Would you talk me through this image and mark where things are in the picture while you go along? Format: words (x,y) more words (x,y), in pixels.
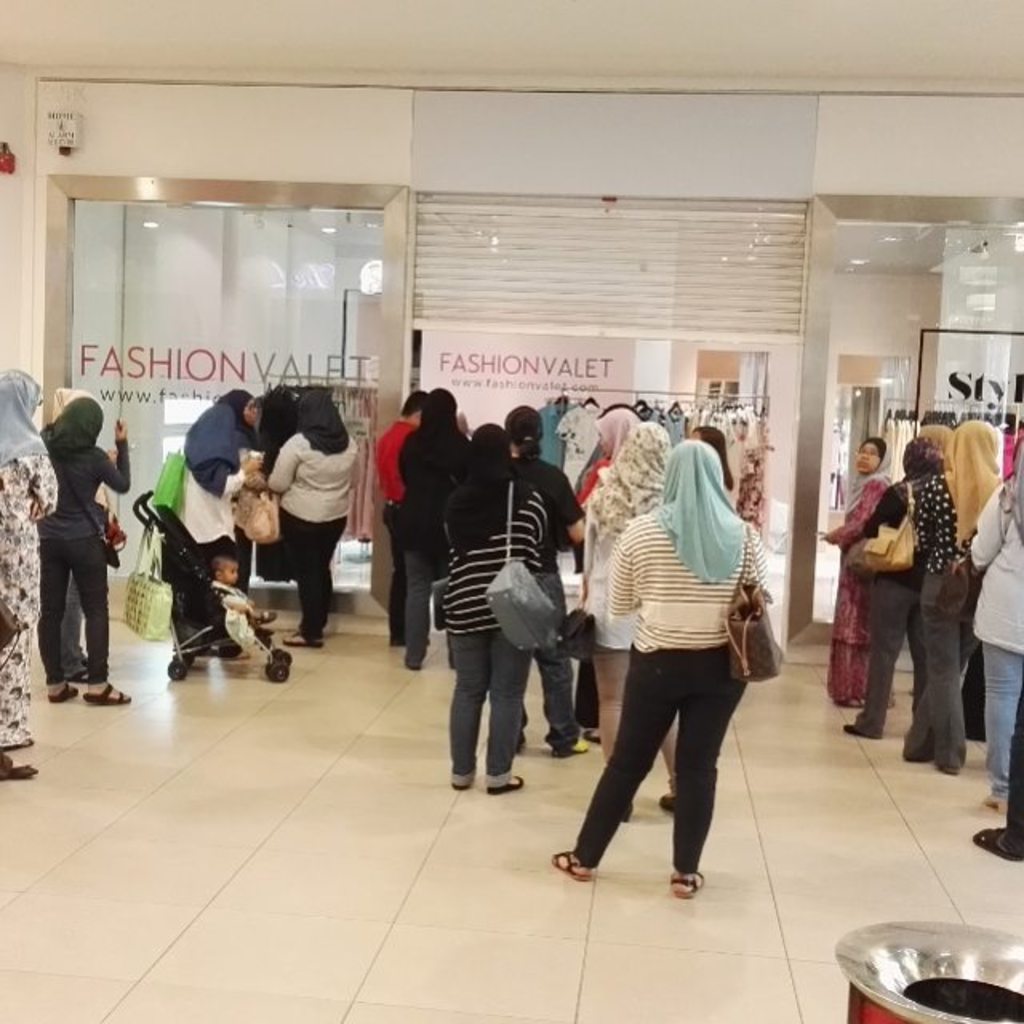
In this image there are many women (1005,624) standing on the floor (534,804). In front of them there are dresses (578,435) hanged to the hangers (683,406) to a rod (713,392). There are glass walls (373,266). There is text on the glass walls (303,342).
